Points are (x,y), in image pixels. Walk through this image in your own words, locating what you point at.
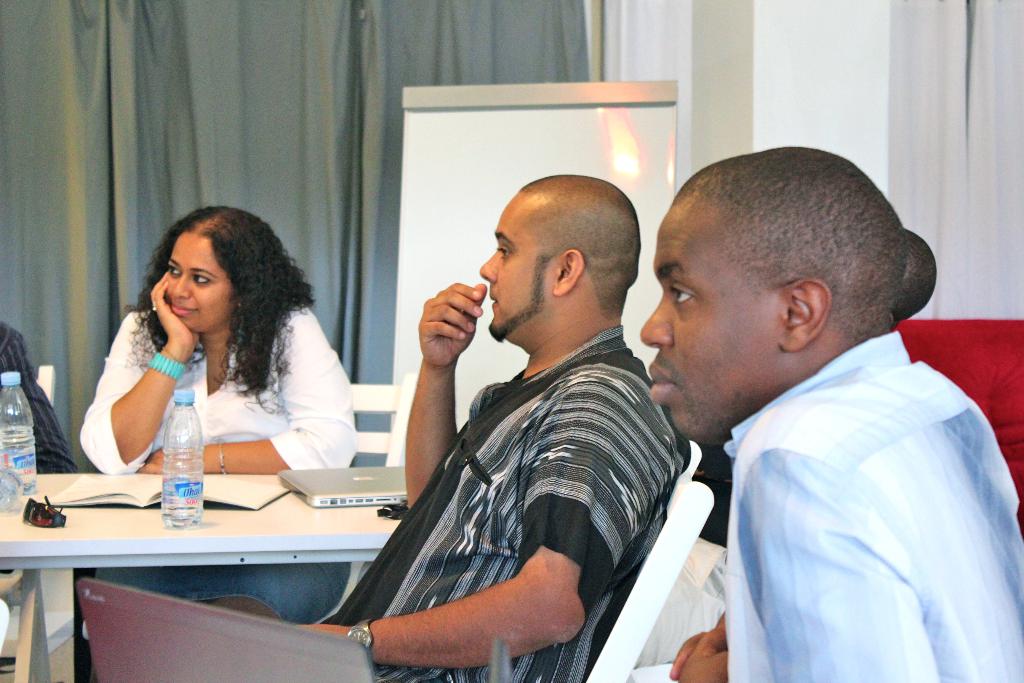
In this image In the middle (486,395) there is a man (495,485) he wears watch (367,635). On the right (825,386) there is a man (839,454) he wears white shirt (822,544). On the left (134,413) there is a woman (171,333) she wears white dress (279,409) her hair (228,260) is long she is sitting on the chair (372,446). In front of her there is a bottle (174,495), book (118,491) and laptop (310,500). In the background (118,317) there is a man (15,355), curtain (300,130) and whiteboard (436,187).
